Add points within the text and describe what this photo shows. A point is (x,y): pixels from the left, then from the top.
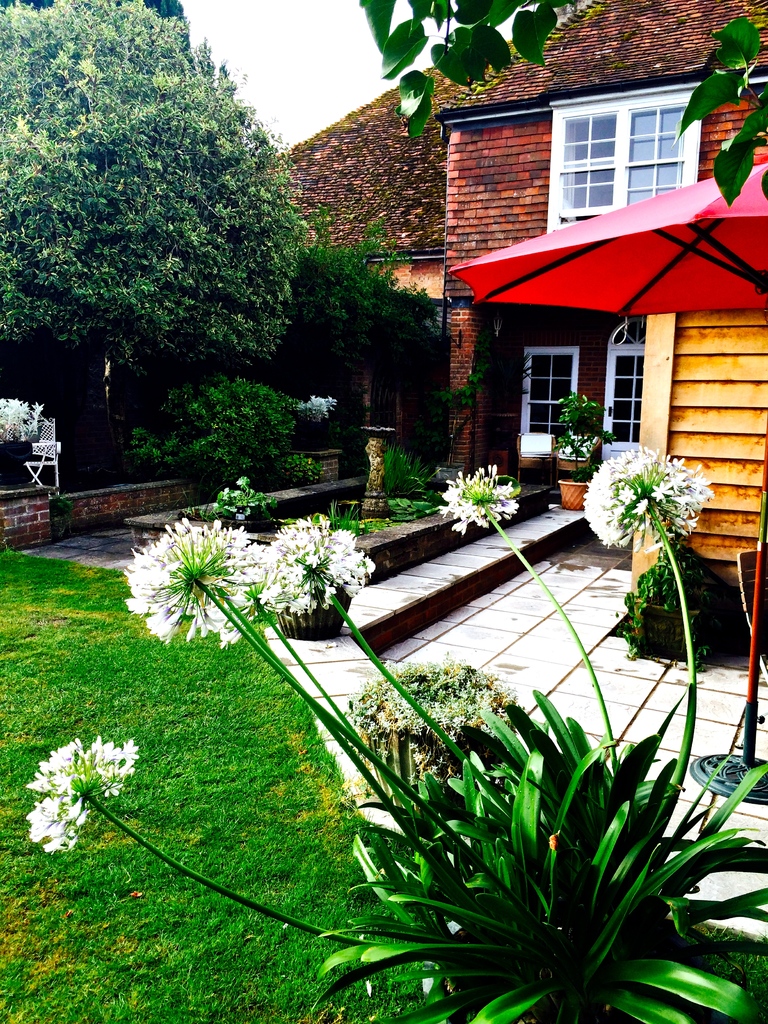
In this image in front (376,868) there is a plant (477,892) and there are flowers (193,570). At the bottom of the image (203,794) there is grass (233,791) on the surface (231,806). In the background of the image (447,225) there is a building (599,348). In front of the building (494,435) there are flower pots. There are trees (303,224) and sky (323,64).
